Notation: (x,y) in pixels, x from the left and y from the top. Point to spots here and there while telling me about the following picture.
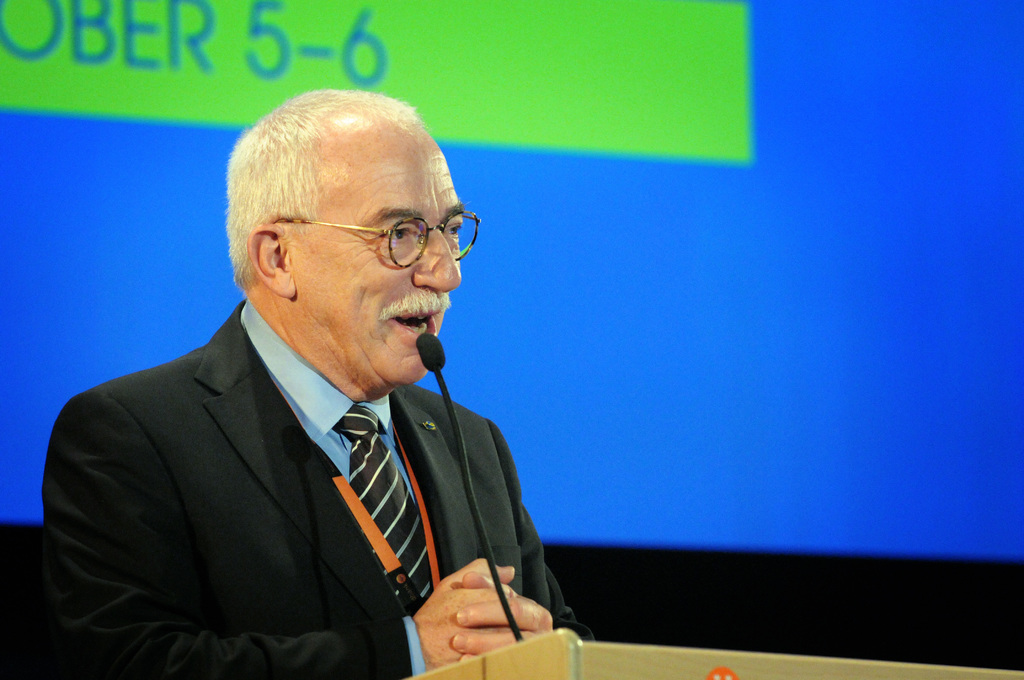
In this image there is a person (479,565) near the podium (697,669), there is a mike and screen (668,288).
